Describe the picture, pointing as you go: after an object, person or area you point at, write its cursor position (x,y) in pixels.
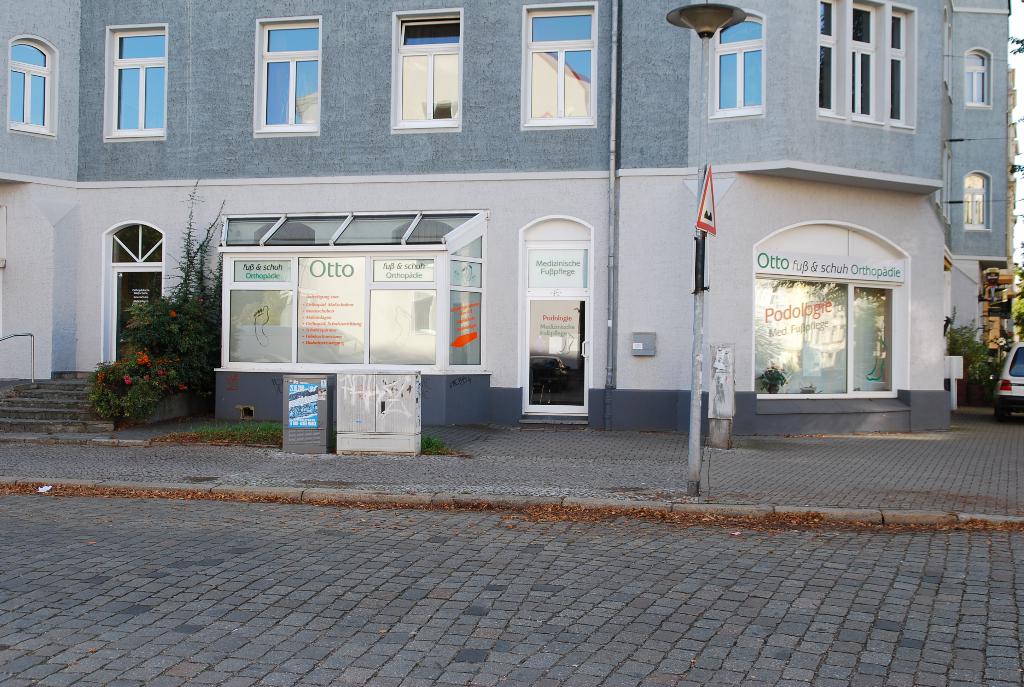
There is a car (999,384), pole (691,383) and some plants (192,386) are present in the middle of this image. We can see a building (530,244) in the background (670,246).
